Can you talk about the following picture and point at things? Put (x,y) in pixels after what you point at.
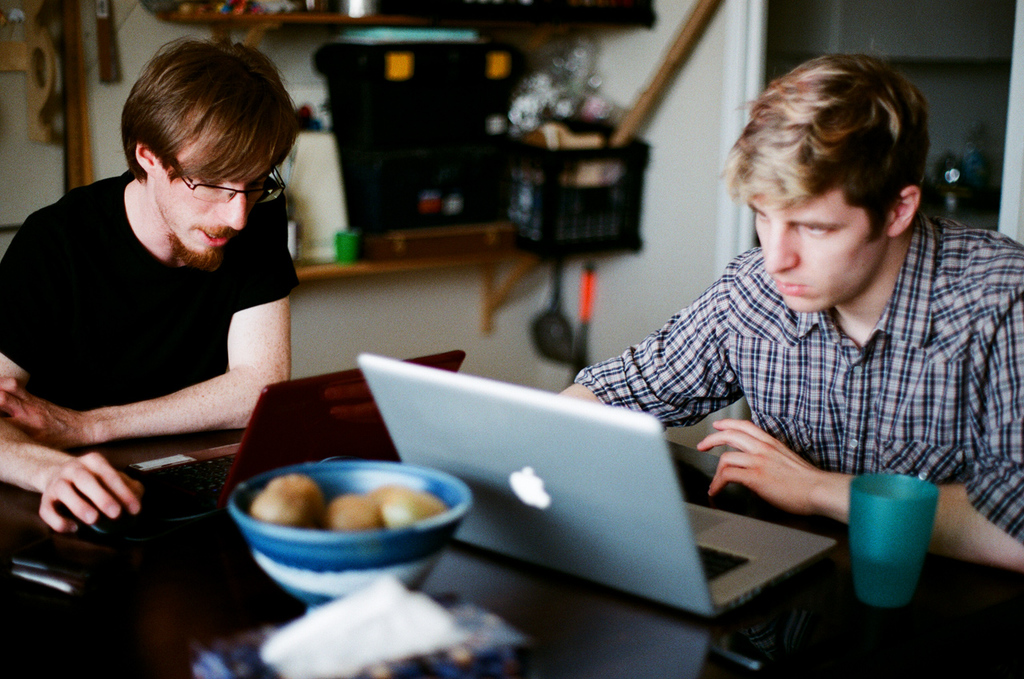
In the picture we can see a table (211,639) near to it, we can see two men (1013,489) are sitting on the chairs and working on the laptop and one man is observing it and behind the laptop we can see a bowl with some fruits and beside the laptop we can see a glass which is blue in color and in the background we can see a rack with some things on it.
